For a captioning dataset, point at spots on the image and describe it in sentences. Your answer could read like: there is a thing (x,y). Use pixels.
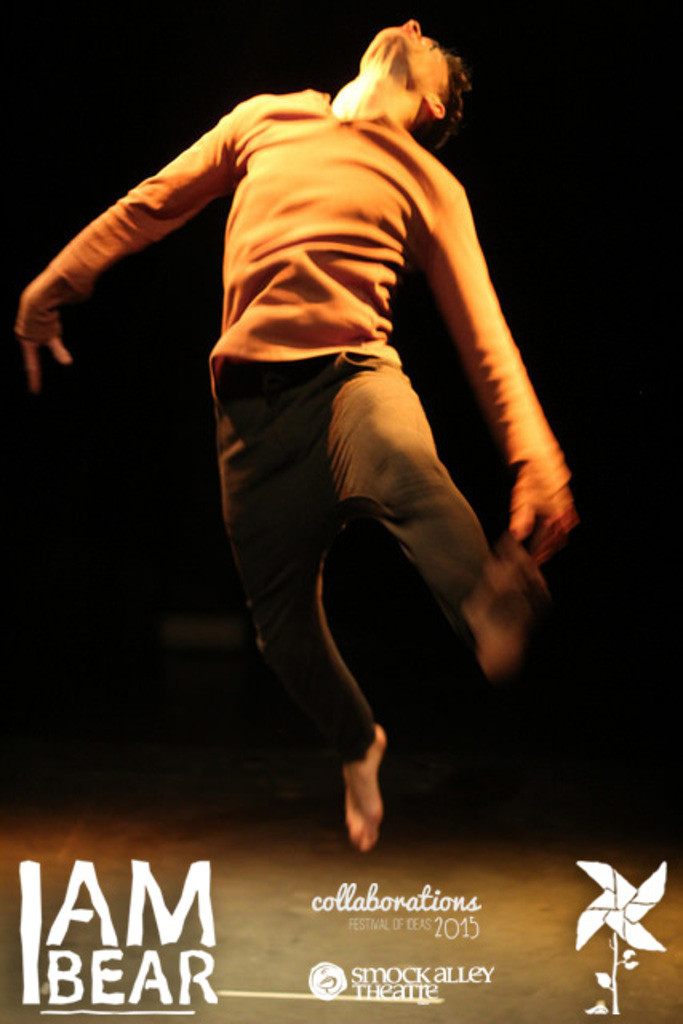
In this image we can see there is a person (309,601) in the air (361,636) with a pose. At the bottom of the image (87,917) there is some text (203,928).
